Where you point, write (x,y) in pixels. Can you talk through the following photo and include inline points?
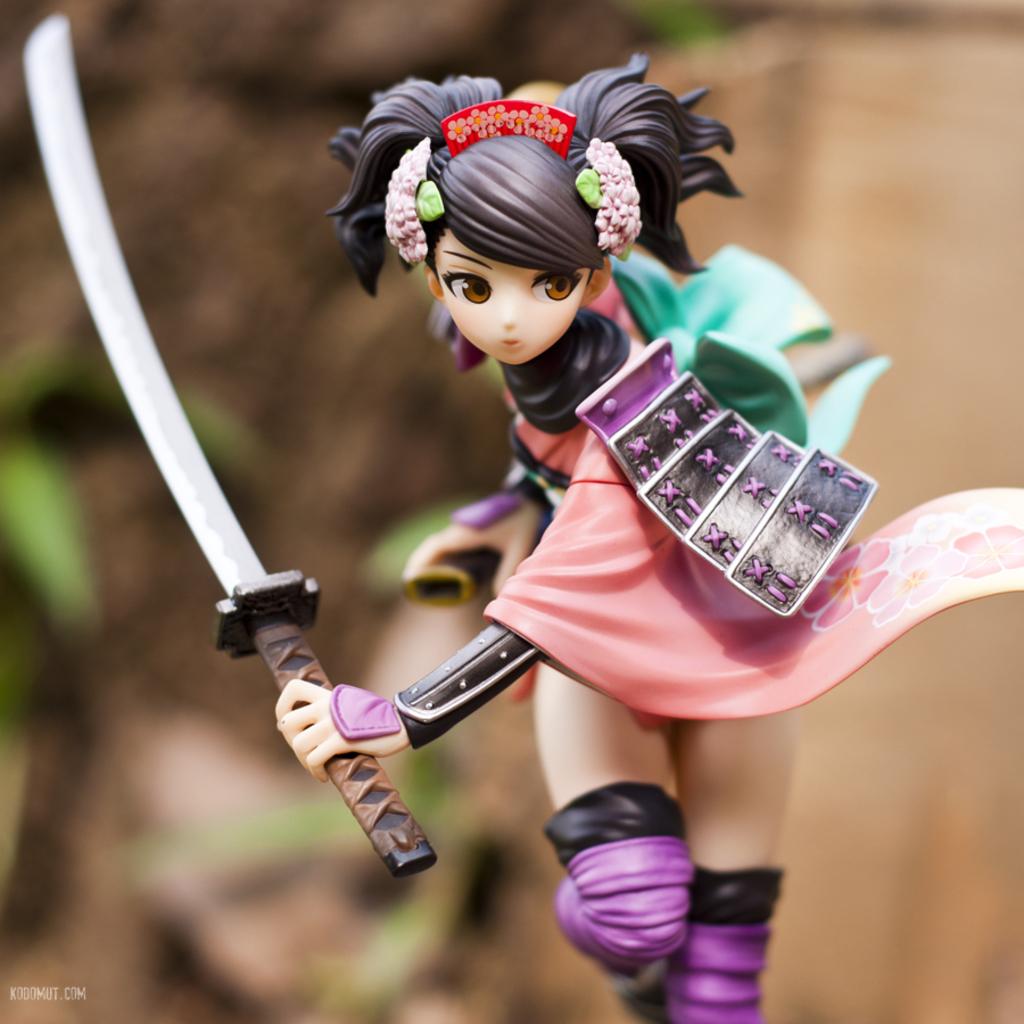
In this picture we can see a toy girl (560,756) holding a sword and in the background (478,430) we can see it is blurry.
